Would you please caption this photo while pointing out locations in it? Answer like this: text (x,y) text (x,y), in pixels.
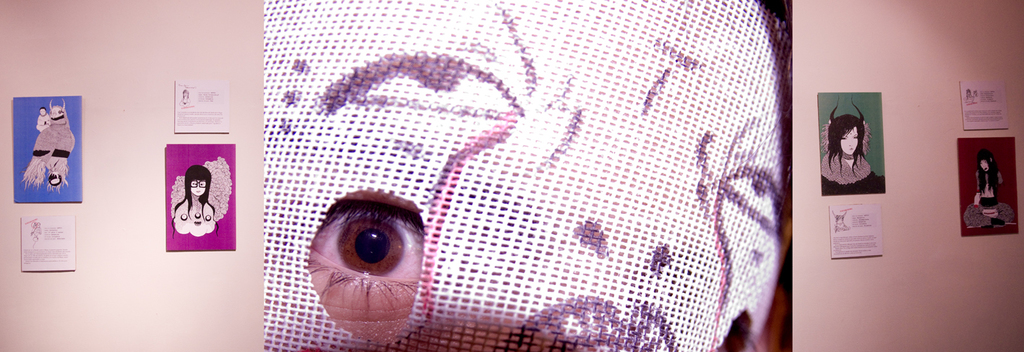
In this image we can see a person (414,138) wearing mask (410,116) and wall hangings (870,183) attached to the wall (887,94).
